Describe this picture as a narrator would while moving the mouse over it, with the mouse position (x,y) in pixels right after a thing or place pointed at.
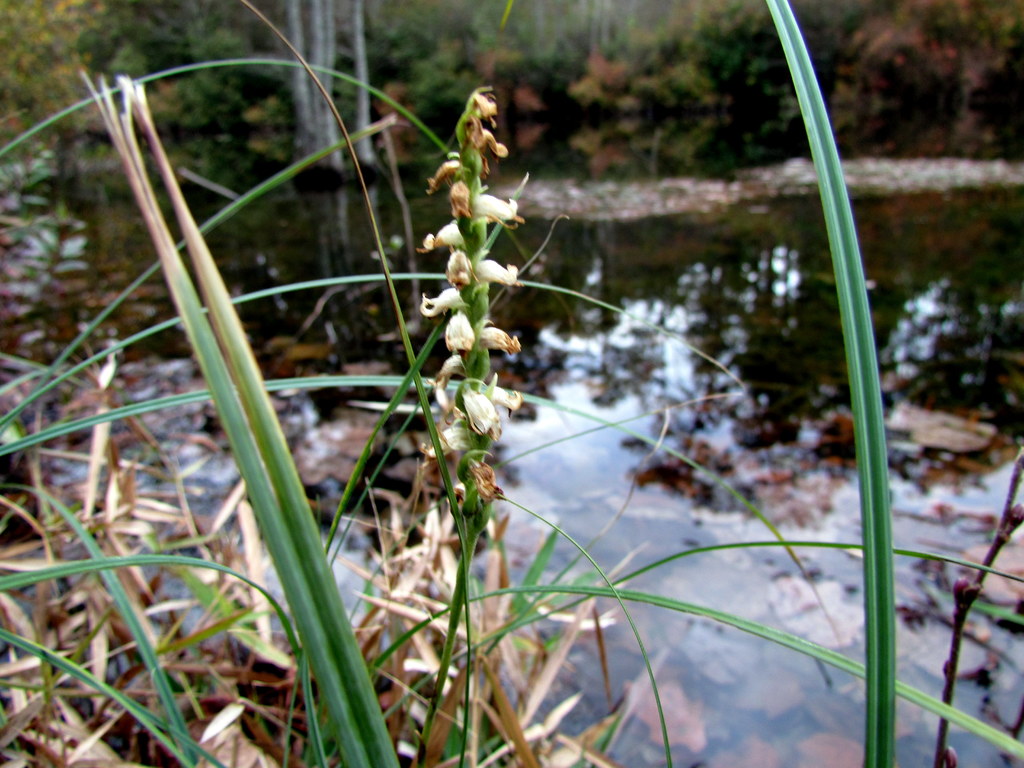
In this picture we can see dry grass (297,721) and flowers (479,376) near a lake (711,606) surrounded by trees (495,73) and bushes (479,80).
